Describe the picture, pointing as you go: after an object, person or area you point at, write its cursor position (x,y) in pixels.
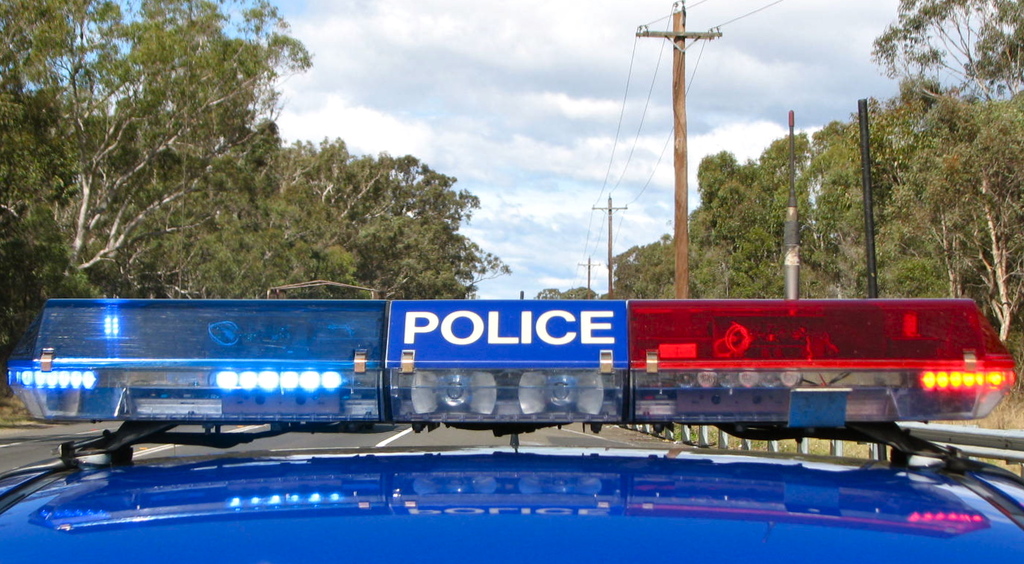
In the center of the image (502,329) we can see a vehicle (389,362), lights (559,366). In the background of the image (973,170) we can see trees (888,146), electric light poles (676,23), wires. At the top of the image (490,53) clouds (480,33) are present in the sky (610,102). In the middle of the image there is a road (545,435).
